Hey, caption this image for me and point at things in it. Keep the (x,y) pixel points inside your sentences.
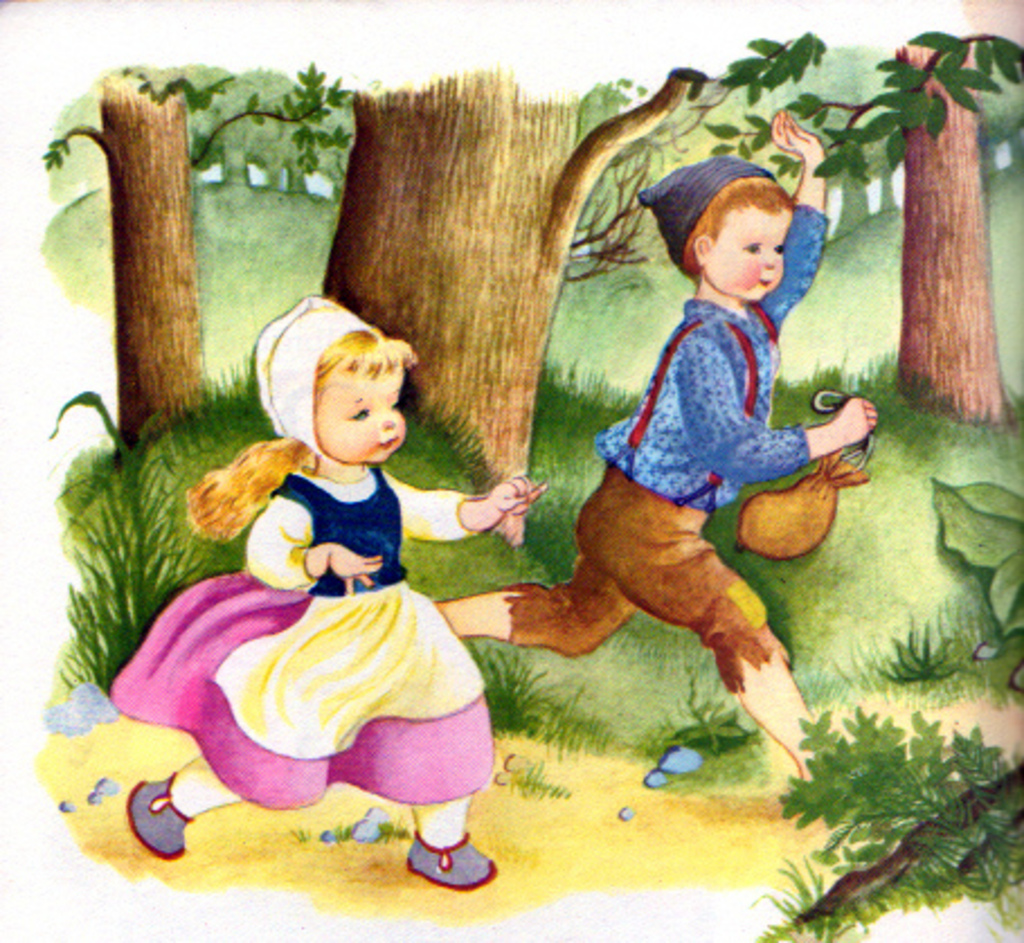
This is a picture of painting. In this picture we can see the tree trunks (918,80), leaves (880,100), plants (876,839) and green grass (547,655). We can see a girl (406,637) and a boy (809,159). We can see a boy (809,159) wore a cap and he is holding an object (838,481). They both are running.
